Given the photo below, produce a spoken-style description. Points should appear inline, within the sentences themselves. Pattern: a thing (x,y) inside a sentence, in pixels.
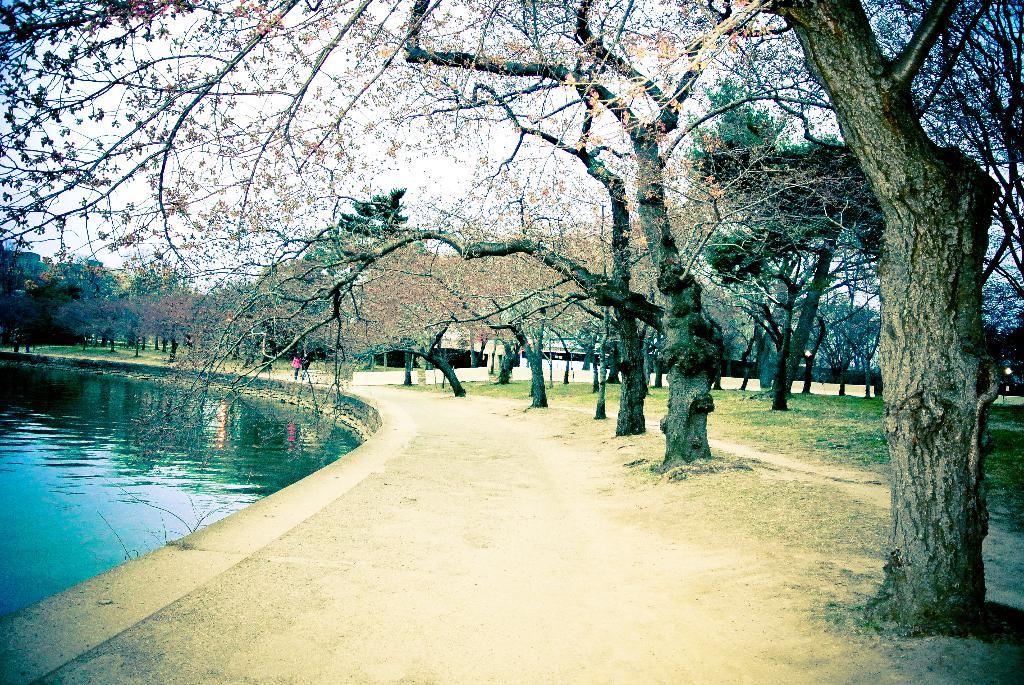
In this image I can see few dried trees (569,238) and few trees (68,296) in green color, water (115,506), far away I can see a person (294,370) wearing pink shirt (294,369), black pant (297,368). Background (494,203) the sky (302,219) is in white color.
